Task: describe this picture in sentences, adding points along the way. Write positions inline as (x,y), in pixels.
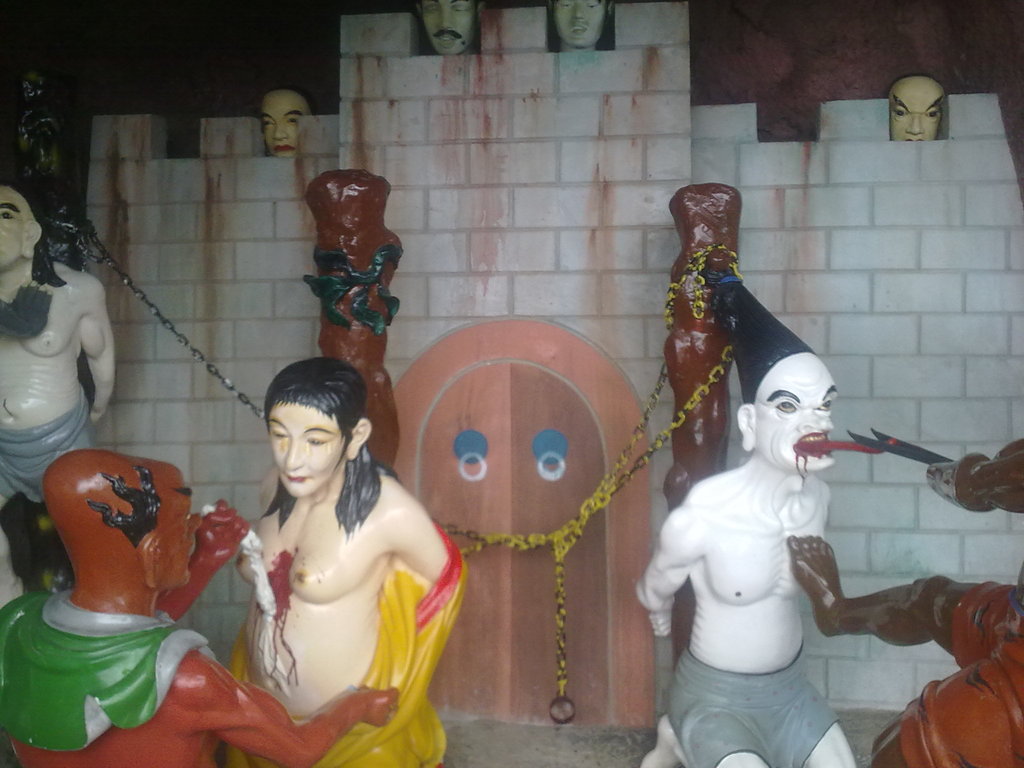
In the foreground of this picture (326,637), there are sculptures (380,629) of persons (988,610) and in the background (469,166), there is a wall (492,108), door (568,473), a chain (519,543), and persons faces (932,137).
